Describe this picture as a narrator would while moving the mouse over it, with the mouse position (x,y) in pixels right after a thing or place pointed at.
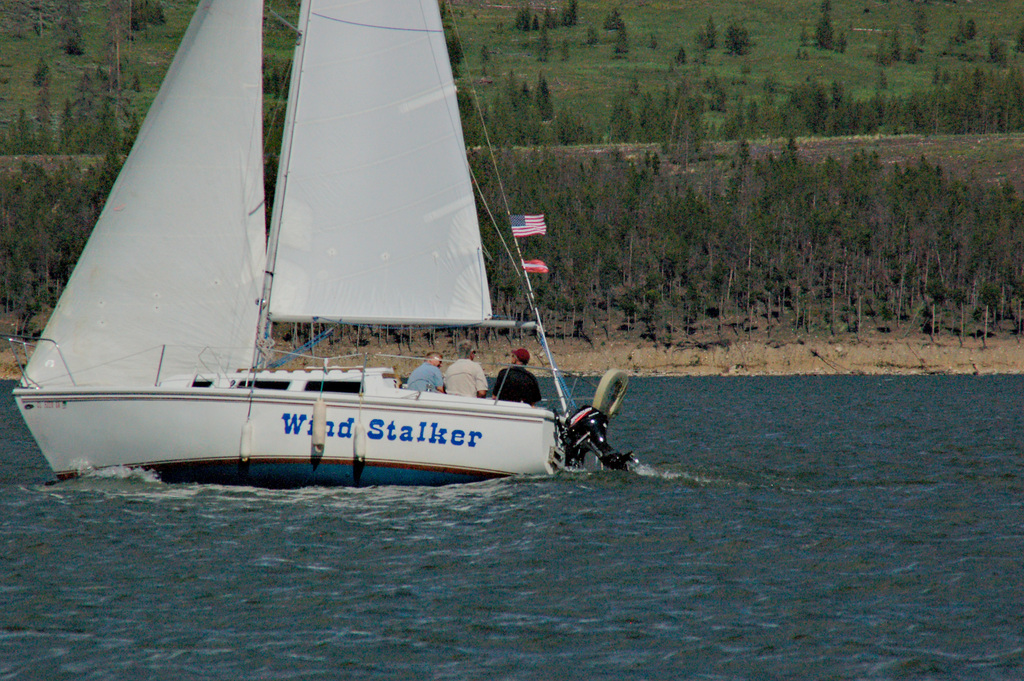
In this image at the bottom (590,483) there is a river (127,495), in that river (50,471) there is one ship (337,428) and in the ship (488,405) there are some persons (520,379) and some flags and some other objects (414,210). And in the background (872,152) there are some trees (782,191) and grass (724,99).
